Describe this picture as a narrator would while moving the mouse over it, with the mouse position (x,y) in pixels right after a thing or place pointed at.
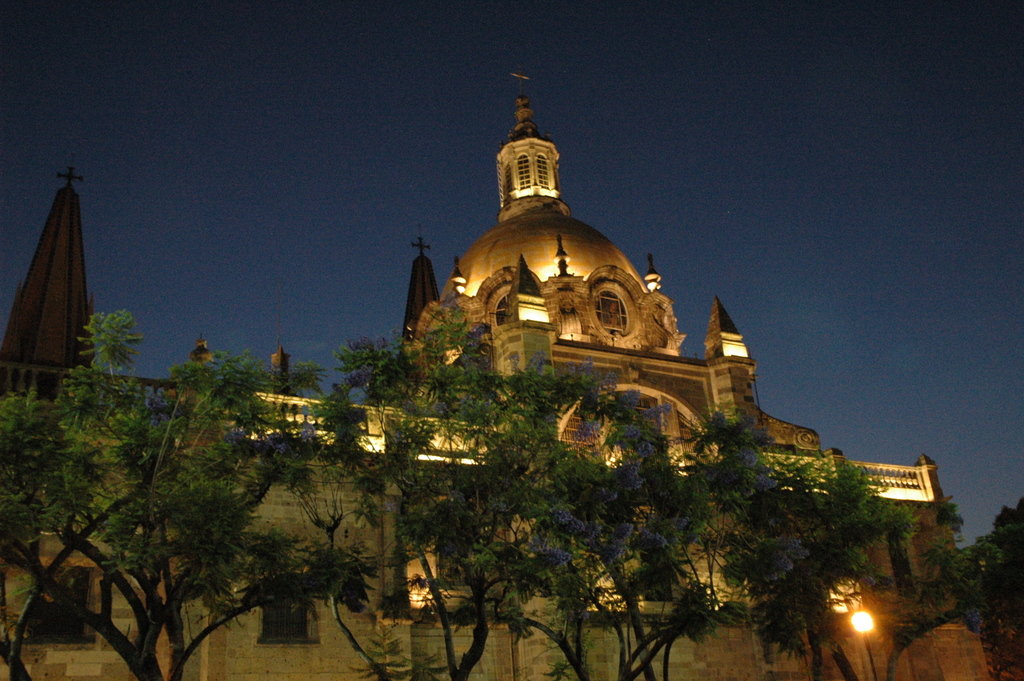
In the foreground of the image (854,571) we can see a group of trees (793,576). In the center of the image (619,310) we can see a building (567,279) with towers (528,279), statues (661,326), a group of windows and lights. In the background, we can see the sky (616,190).
